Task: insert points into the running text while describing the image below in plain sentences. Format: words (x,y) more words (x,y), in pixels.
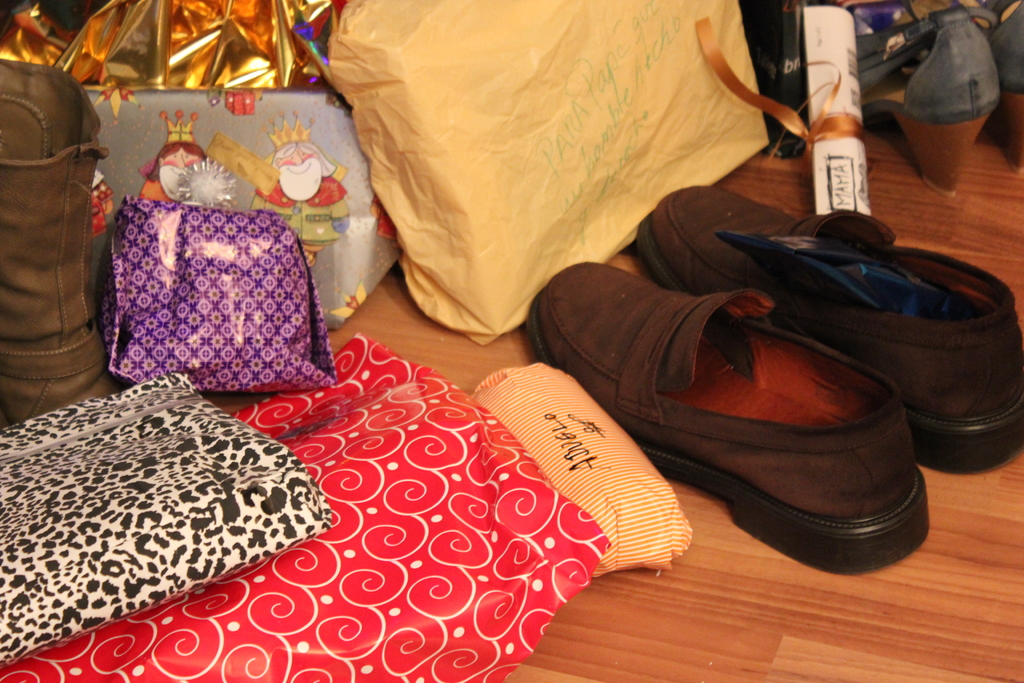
There is a wooden surface (802,603). On that there are foot wears (875,91), gift wrappers (357,290), cover (697,135), lace (804,134) and many other items (829,90).
